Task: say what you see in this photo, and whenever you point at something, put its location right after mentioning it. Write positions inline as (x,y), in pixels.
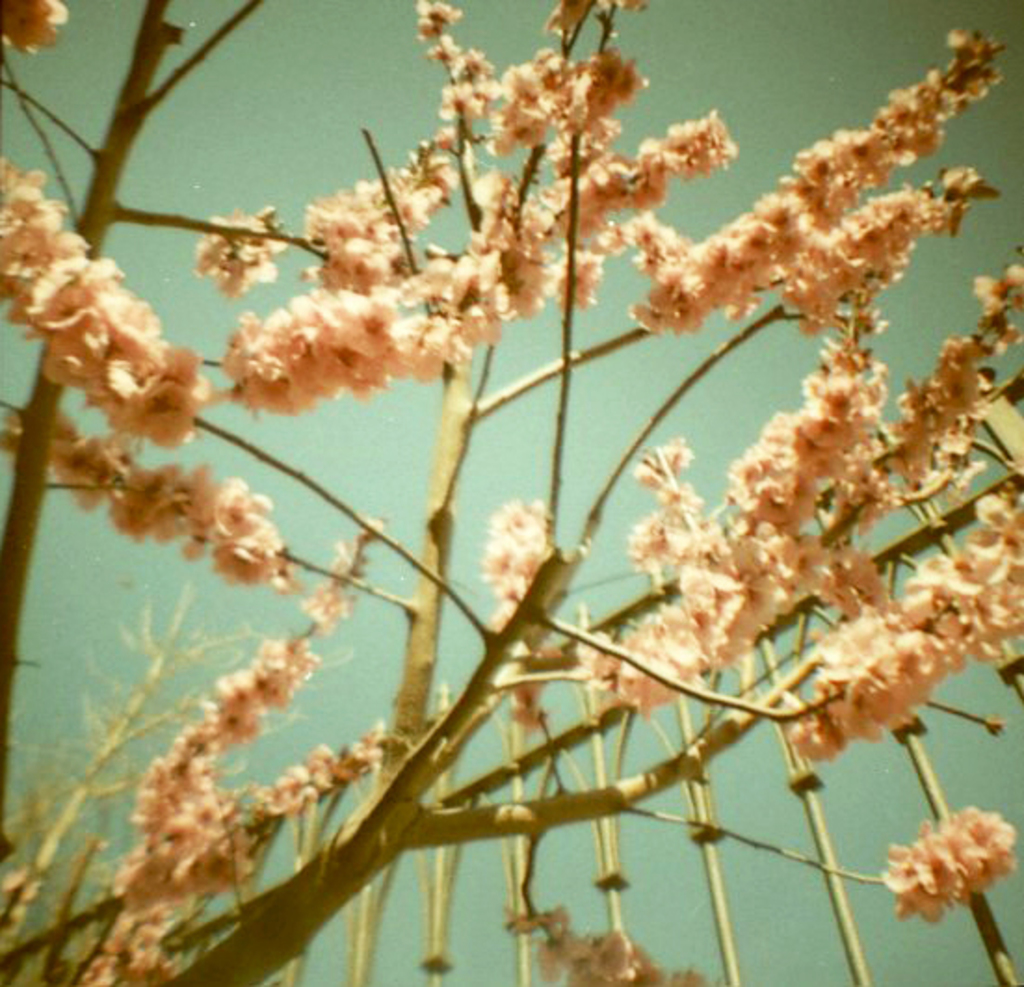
There are some flowers (622,688) with stem (223,974) as we can see in the middle of this image (448,581), and there is a sky (588,329) in the background (381,552).
